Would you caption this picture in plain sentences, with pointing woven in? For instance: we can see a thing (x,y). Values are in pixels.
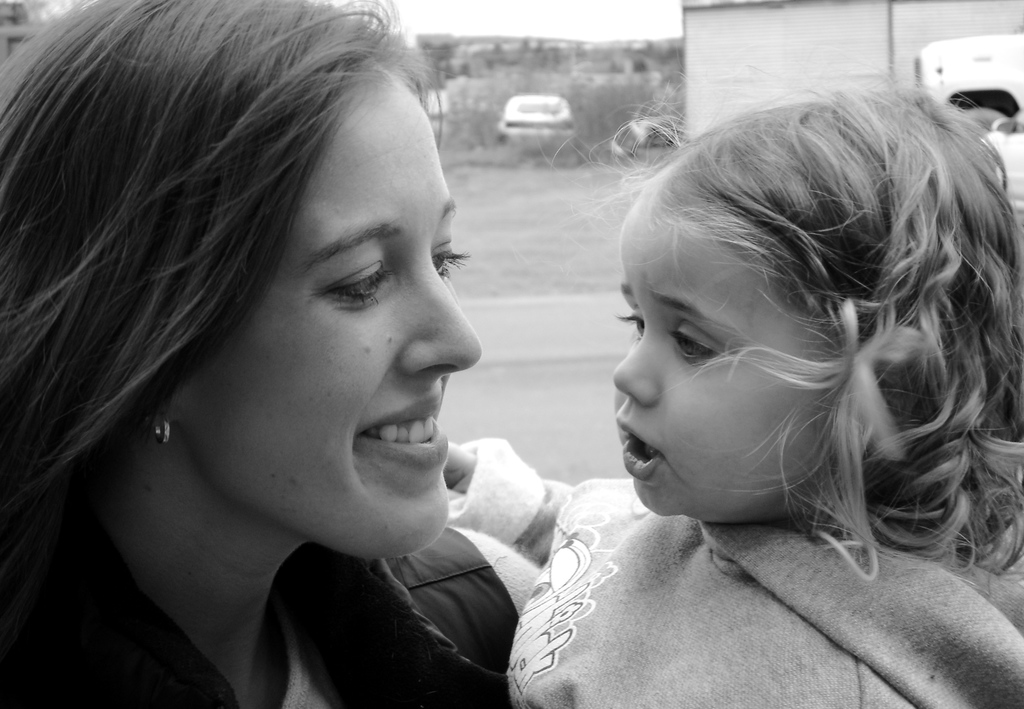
In this image we can see two persons (632,504). There is a house (735,71) and few vehicles (535,104) in the image. There are many trees (543,80) and plants (520,71) in the image. There is a sky (506,17) and a road (511,368) in the image.
